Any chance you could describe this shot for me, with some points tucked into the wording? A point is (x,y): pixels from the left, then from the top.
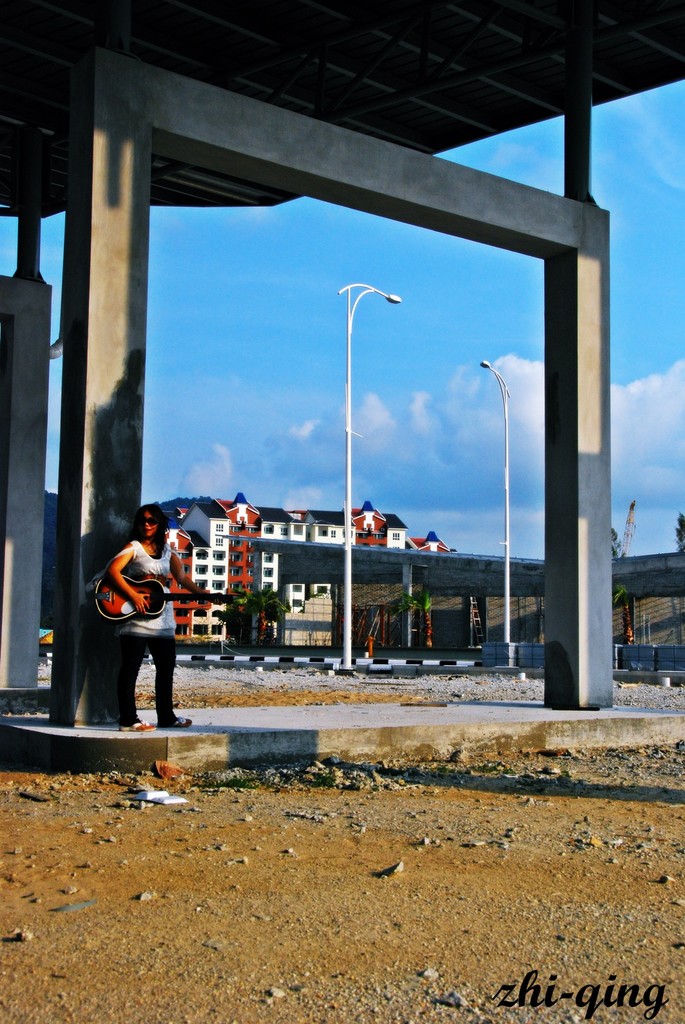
In this picture there is a woman (150,530) who is standing near to the pillars (35,506). She is wearing goggles (156,524), white shirt (160,618), black trouser (126,709), shoe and playing a guitar (118,591). In the background (184,553) I can see many buildings (222,566). In the center (444,605) I can see the shed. In front of the shed (484,580) I can see the street lights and road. On the right (668,312) I can see the crane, sky (666,421) and clouds (664,430). In the bottom right corner (666,1004) there is a watermark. On the left (107,777) I can see some stones (19,789).
